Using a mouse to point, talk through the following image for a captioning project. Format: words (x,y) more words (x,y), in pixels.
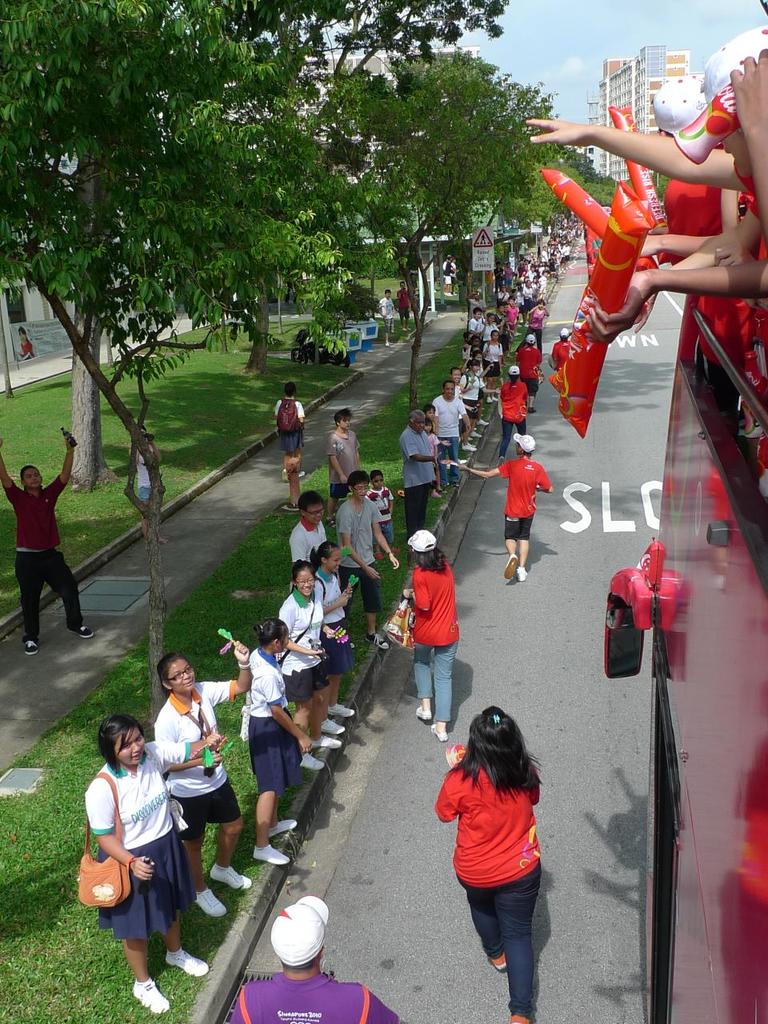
In this image there are few people (328,607) are standing on the path (199,520) and few (418,552) are walking on the road (502,607), beside them there is a vehicle (675,652) and few people (729,216) are standing. On the left side of the image (92,264) there are trees (203,270), beneath the trees (306,235) there are few people (390,295) and few objects (368,328) are placed on the surface of the grass (196,414). In the background (601,93) there are buildings (612,90) and the sky (650,22).
